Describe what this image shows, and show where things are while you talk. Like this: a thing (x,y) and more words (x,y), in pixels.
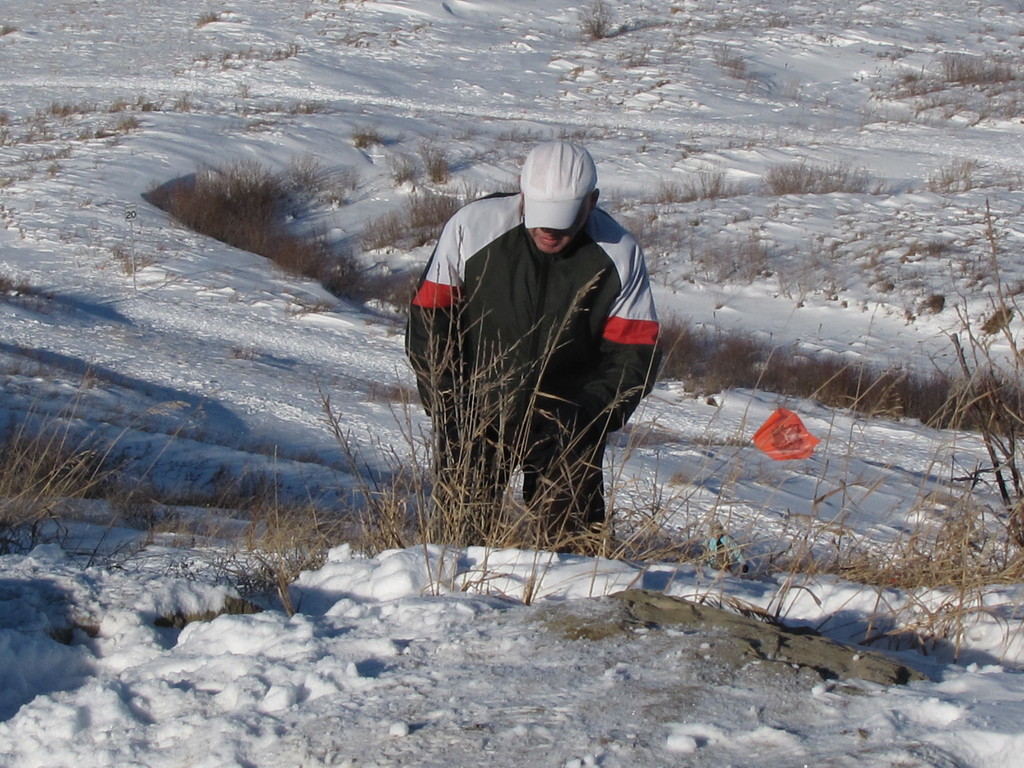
There is a man (523,364) wearing a cap (526,185). On the ground (183,185) there is snow (294,77) and plants (903,379).
